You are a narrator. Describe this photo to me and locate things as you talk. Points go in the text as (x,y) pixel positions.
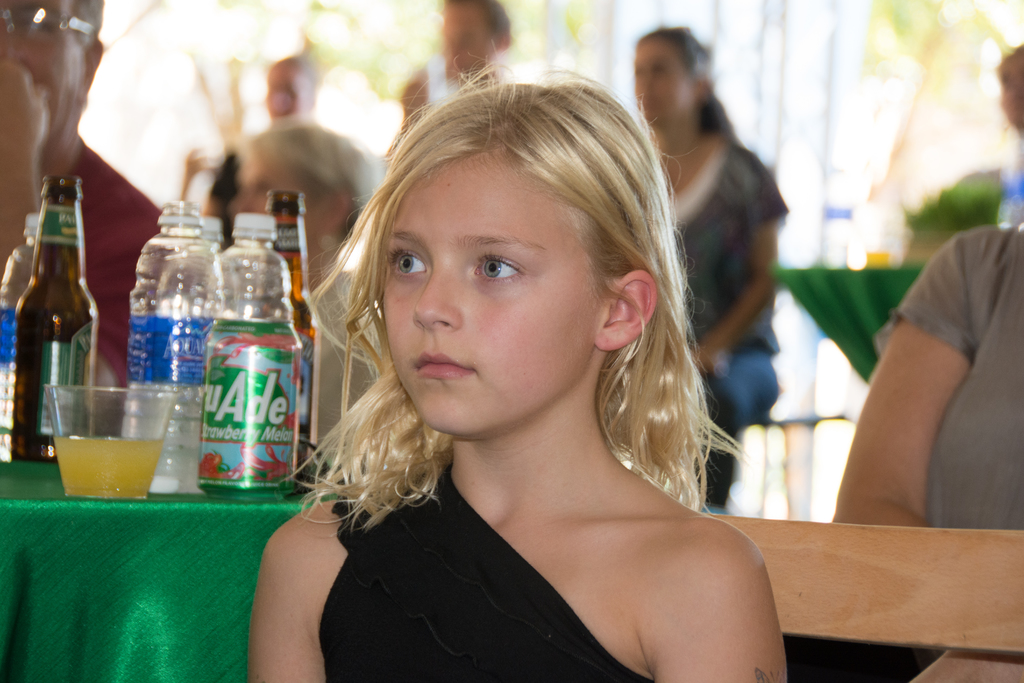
In this image I can see few bottles (168,478) and few objects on the green color cloth (271,505). I can see few people (531,372) and the blurred background (749,109).
